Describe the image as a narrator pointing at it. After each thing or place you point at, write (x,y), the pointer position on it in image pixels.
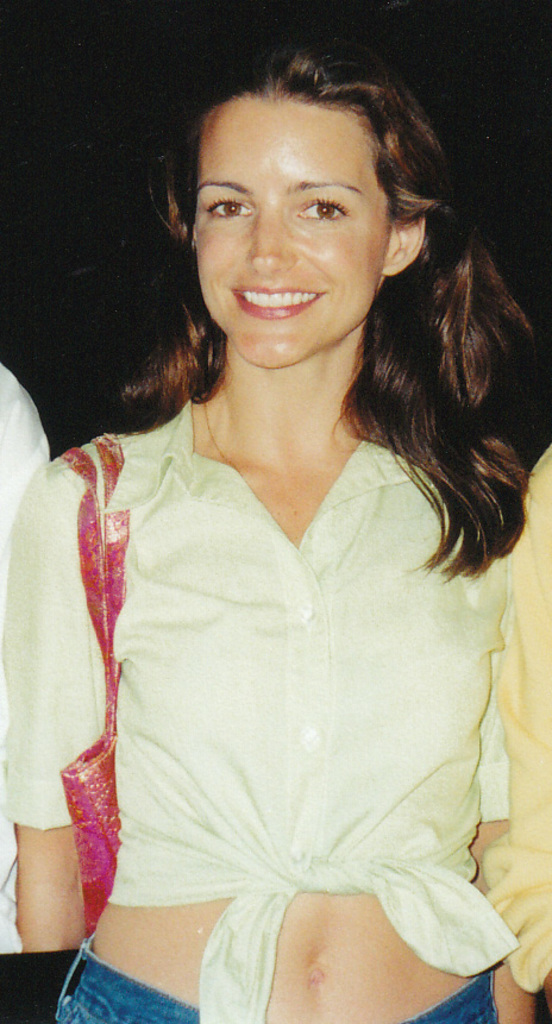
In this picture there is a woman (461,579) in light green shirt (281,700), she's wearing a bag (101,536) and she is smiling. On the left (2,402) we can see a person's hand (0,773). The background (44,227) is dark.
